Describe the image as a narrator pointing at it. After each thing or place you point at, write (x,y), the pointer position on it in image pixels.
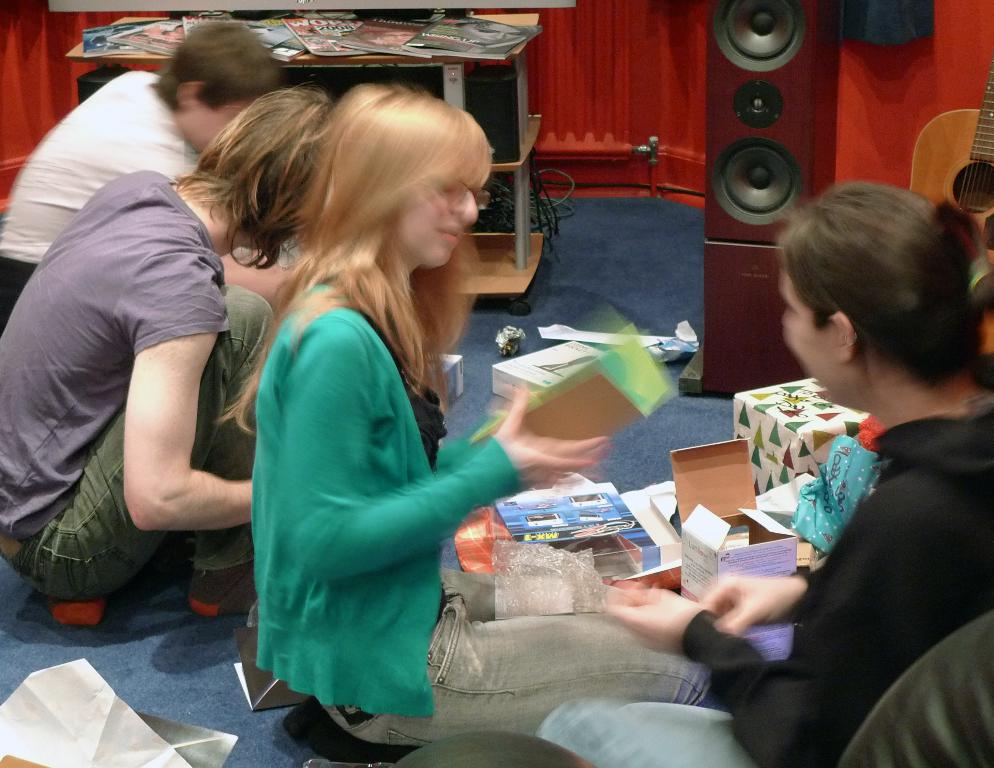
In this image we can see people (980,543). The person (405,652) sitting in the center (550,436) is holding a card (616,431). There are some things (781,516) placed on the carpet (606,292). In the background (409,24) there is a table (119,22) and we can see books (396,25) placed on the table (438,56). There is a speaker (759,201). On the right (938,105) we can see a guitar (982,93) and there is a wall (924,102).
